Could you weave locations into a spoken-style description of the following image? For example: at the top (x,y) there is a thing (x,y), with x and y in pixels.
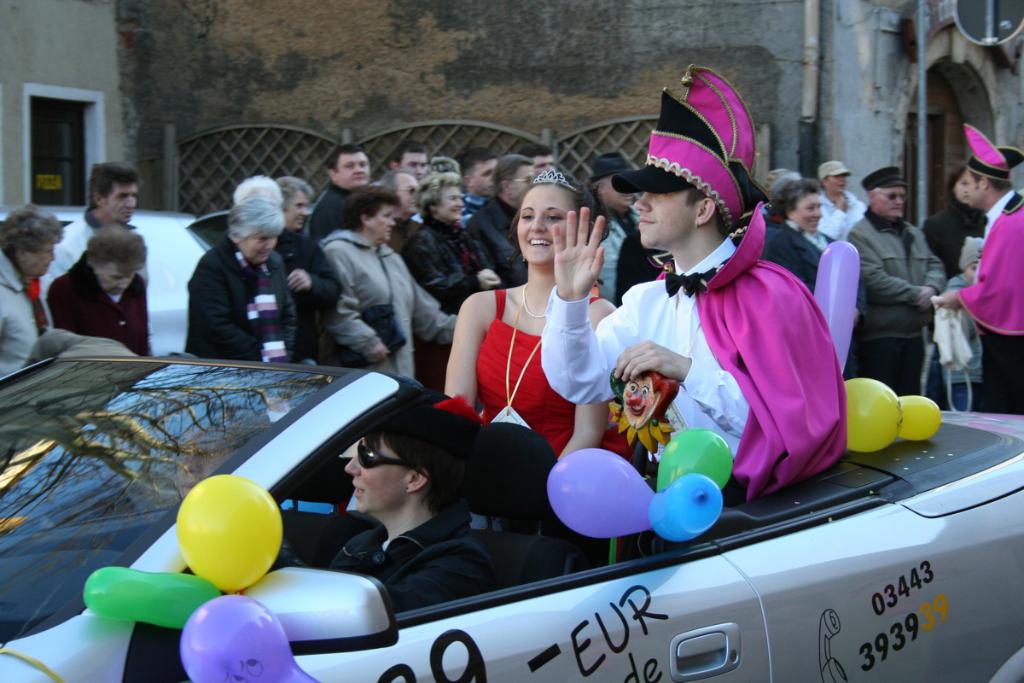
In this image there are group of persons (909,263) standing, there is a wall (392,59), there is a window (68,134), there is a pole (920,166), there is an object (974,23) truncated at the top of the image (986,14), there is a person (995,256) truncated towards the right of the image (998,224), there is a car (76,422) truncated, there are balloons (220,586), there are persons (414,496) in the car (333,491), there are persons (664,334) holding objects (648,392), there is text (624,631) and numbers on the car (850,578), there is a person (37,276) truncated towards the left of the image (23,299).
